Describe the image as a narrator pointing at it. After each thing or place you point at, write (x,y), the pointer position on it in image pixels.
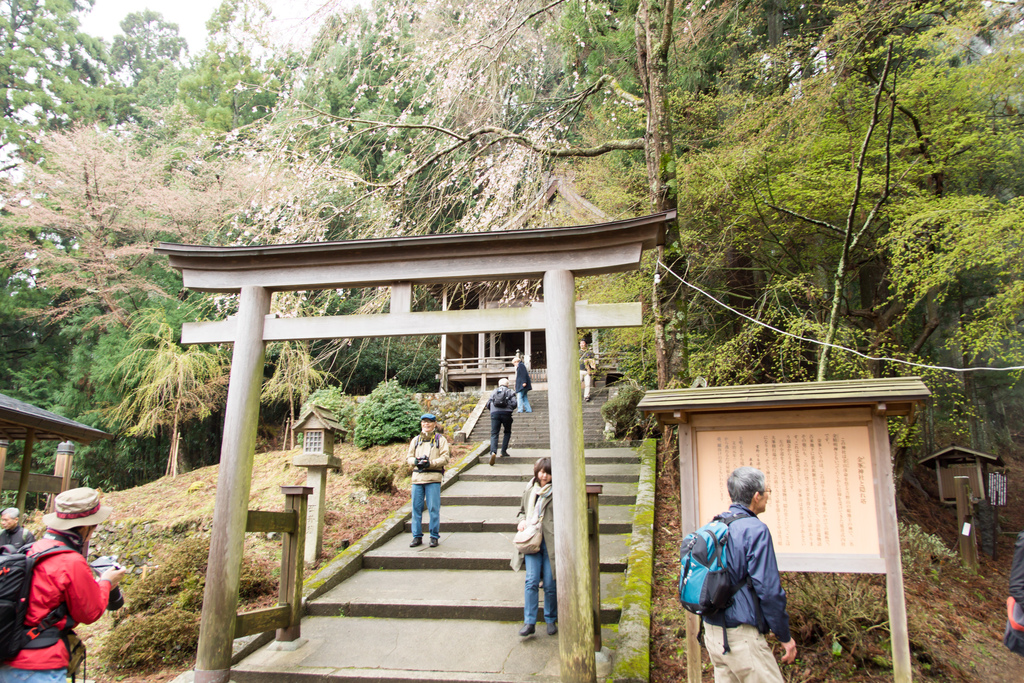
In this picture we can observe steps (473,568). There are two pillars (245,435). On the right (807,503) we can observe a board (785,453) which is in cream color. There are some people (433,478) on the steps (488,502). In the background (603,144) there are trees (499,145) and a sky (202,37).
